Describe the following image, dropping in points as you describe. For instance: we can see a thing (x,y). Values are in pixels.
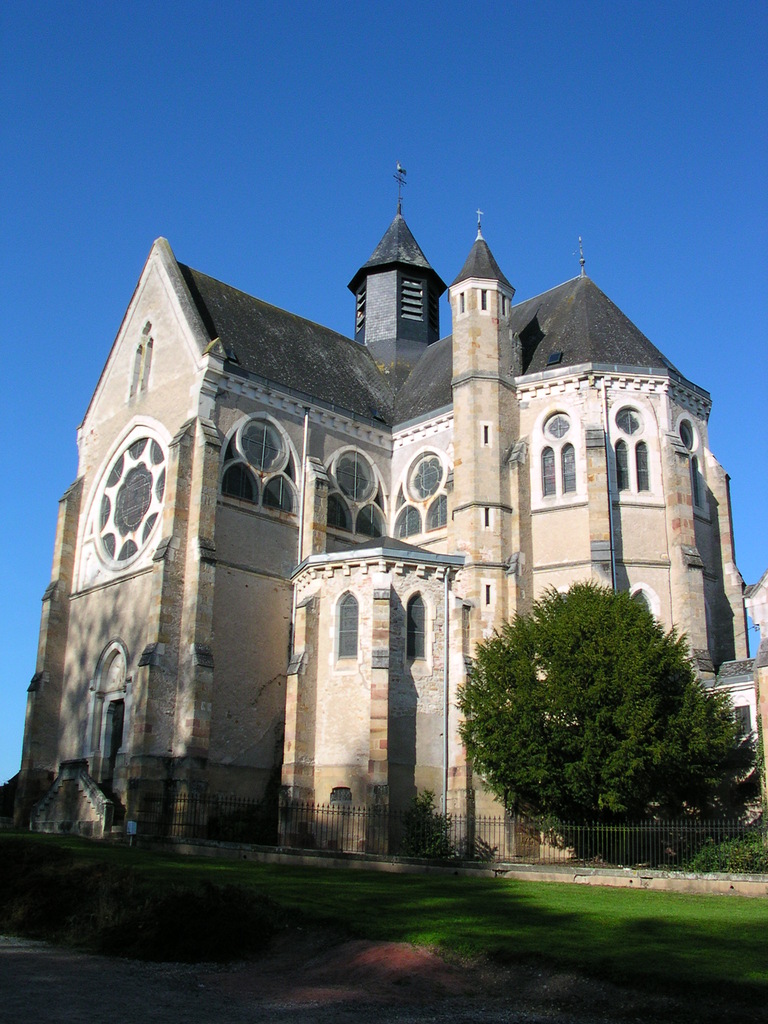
In this image there is a building (393,406) in the middle (430,463). At the top (524,38) there is sky (488,46). In front of the building (337,782) there is a fence (451,826). Beside the building (718,623) there is a tree (587,709). At the bottom (281,933) there is a land (281,915) on which there is grass (362,913) and sand (174,997).
